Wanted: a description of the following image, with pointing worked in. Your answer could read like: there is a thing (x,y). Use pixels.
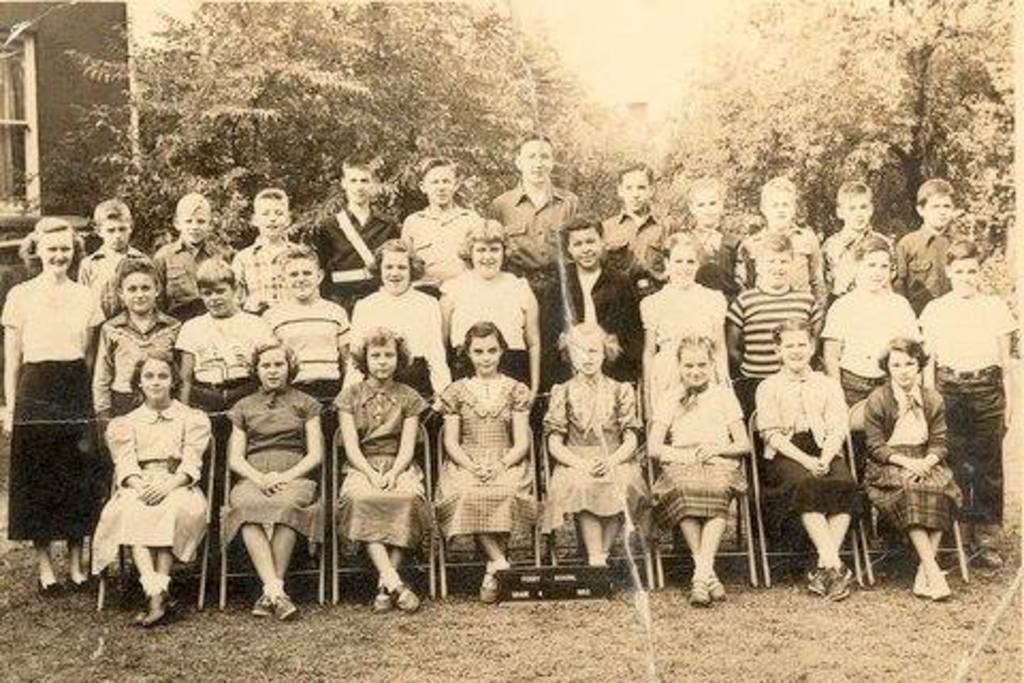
This is a black and white photo and here we can see trees (305,74) and buildings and there are people (273,251) standing and some are sitting on the chairs (535,498). At the bottom (574,659), there is ground (717,641).
